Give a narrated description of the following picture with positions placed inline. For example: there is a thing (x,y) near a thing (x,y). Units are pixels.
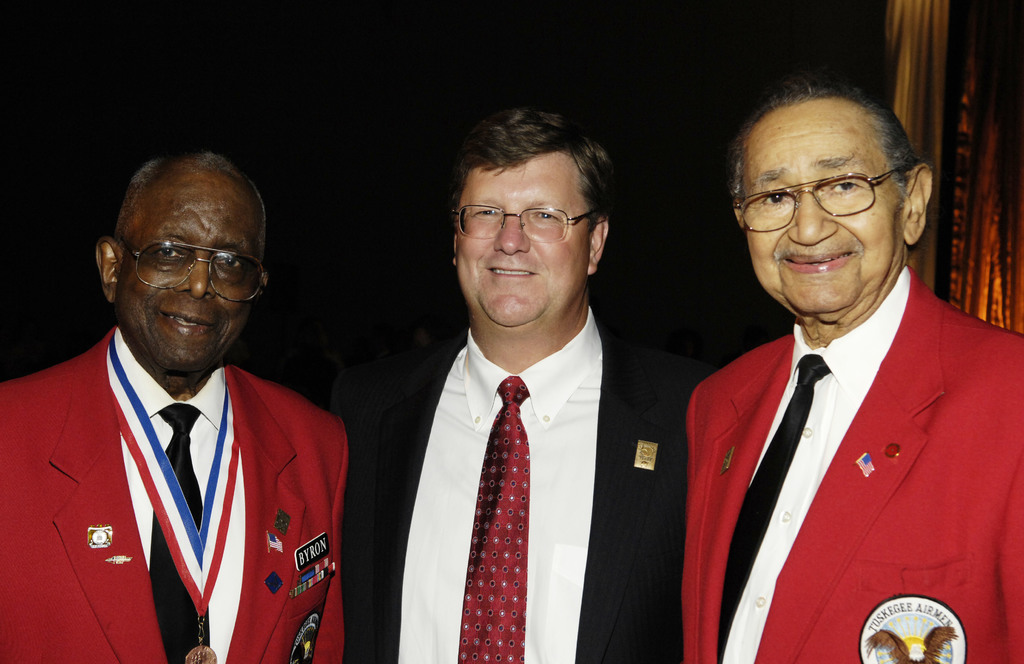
In this image there are three men (736,492) who are wearing the suits (627,539). The man (253,513) on the left side (201,527) is wearing the gold medal (184,530). In the background (913,64) there is a curtain (917,77). All the three men (841,252) are having the spectacles (553,216).
